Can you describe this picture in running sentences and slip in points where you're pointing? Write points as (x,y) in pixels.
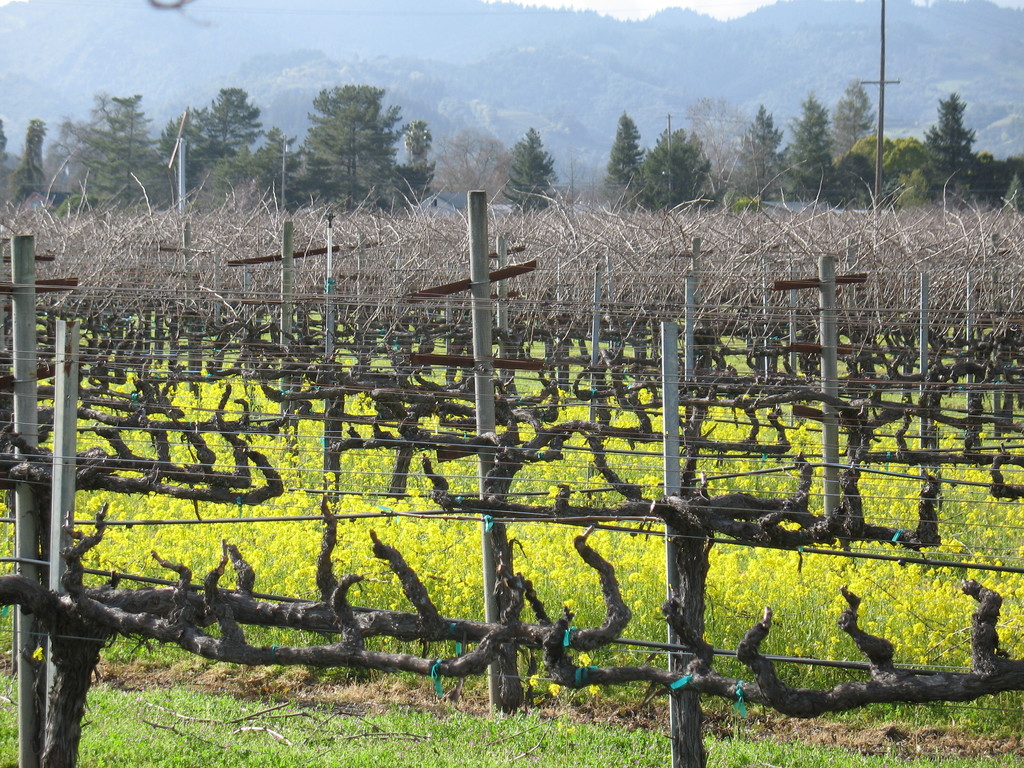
In this picture we can see some poles (692,385) and wires (129,297) here, at the bottom (362,745) there is grass (427,739), we can see some plants (646,468) here, in the background (611,171) there are some trees (386,162).
